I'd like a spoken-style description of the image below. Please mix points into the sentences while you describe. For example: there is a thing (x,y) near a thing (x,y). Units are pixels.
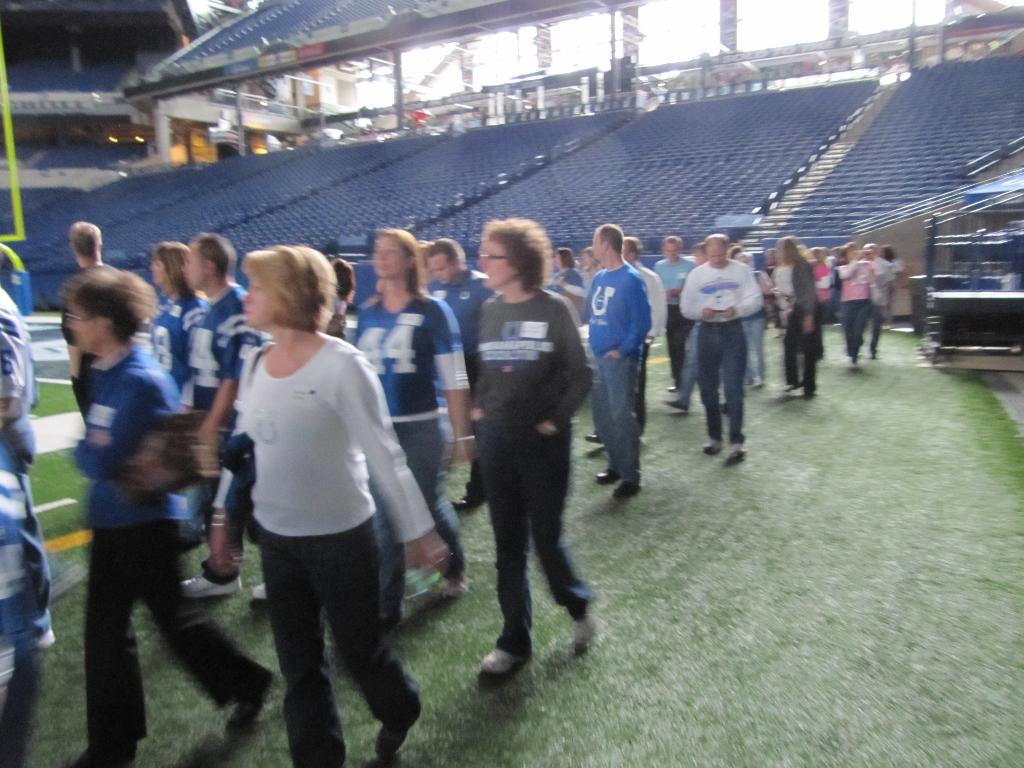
In this image we can see people (383,332) standing. In the background (677,161) we can see bleachers (510,158). At the top (565,2) there is a roof (575,2). On the right (976,276) we can a shed (990,284). At the bottom (741,653) there is grass (842,636).
